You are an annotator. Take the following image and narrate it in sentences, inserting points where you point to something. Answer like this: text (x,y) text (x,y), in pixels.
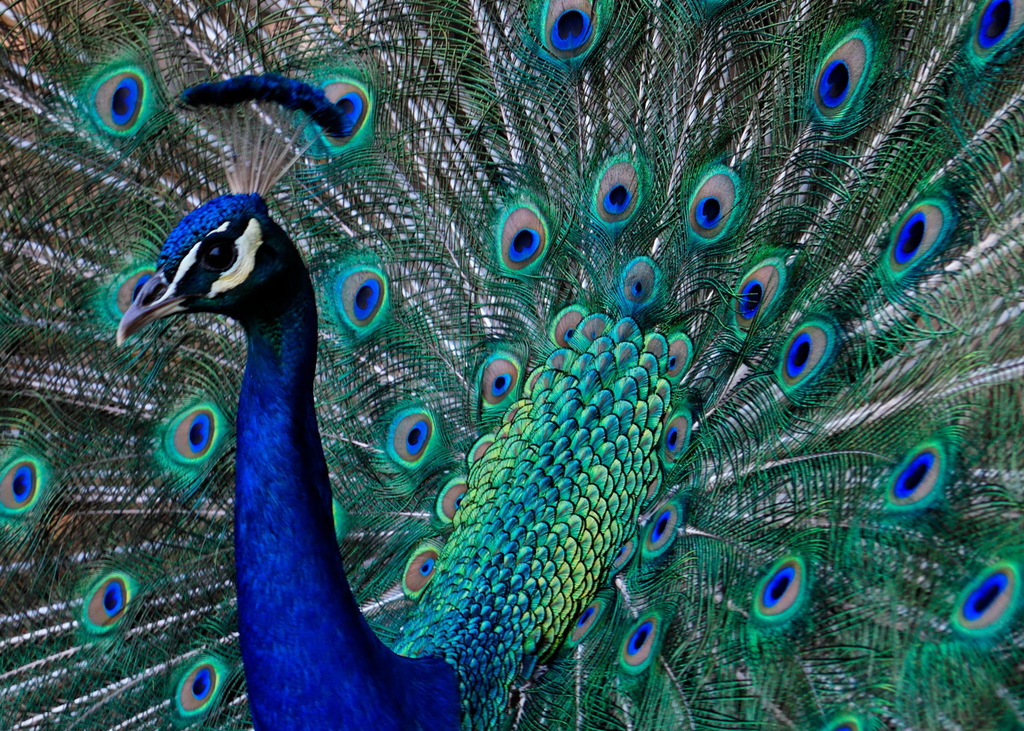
In the center of the image (552,312), we can see a peacock (343,304).
